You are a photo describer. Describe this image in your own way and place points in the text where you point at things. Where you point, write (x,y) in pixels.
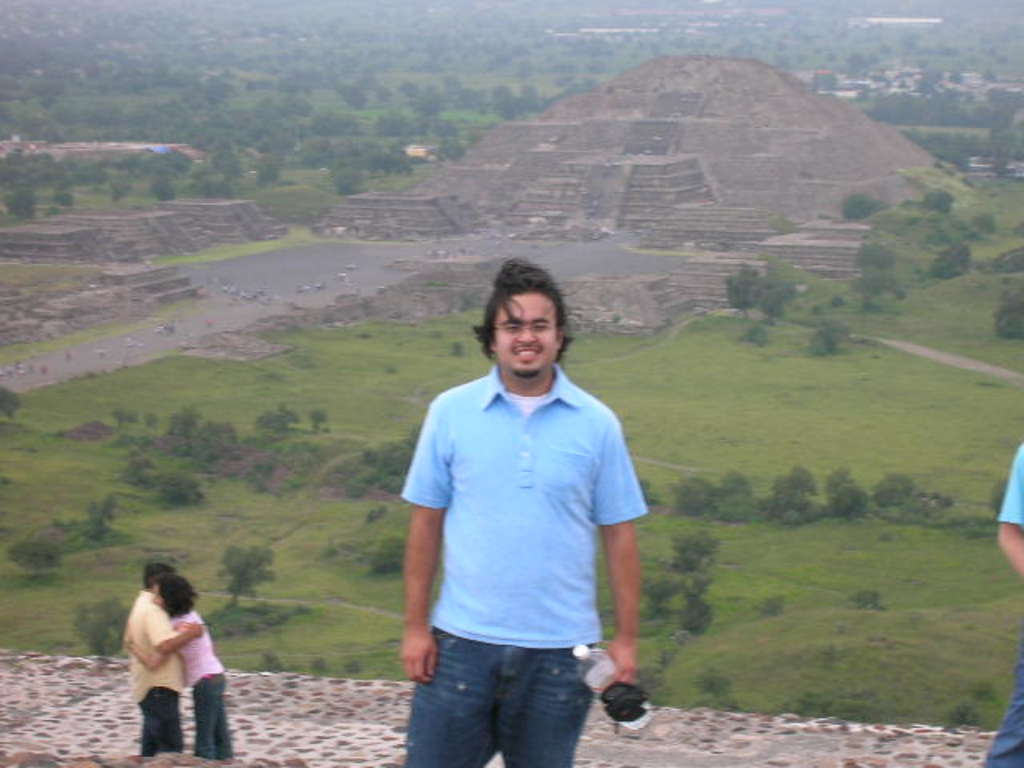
In this image there is a person (542,433) standing and smiling by holding a bottle (580,675), three persons (160,748) standing, and in the background (692,254) there are trees (181,83), kind of pyramid (676,243).
